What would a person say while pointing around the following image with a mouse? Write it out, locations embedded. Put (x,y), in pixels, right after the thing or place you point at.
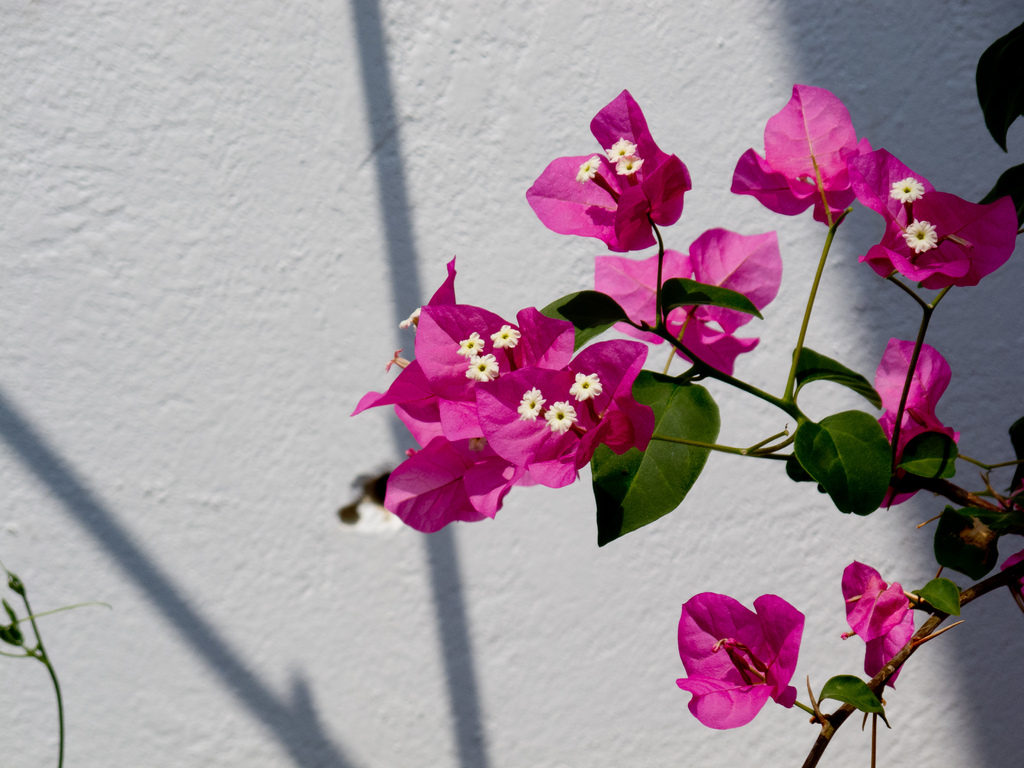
On the left side (20,630), there is a branch (46,650) of a plant (55,684). On the right side (881,690), there is a plant (876,470) having green color leaves (876,470) and pink color flowers (769,636). In the background (372,4), there are shadows (271,728) of two branches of a plant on a white wall (457,27).
